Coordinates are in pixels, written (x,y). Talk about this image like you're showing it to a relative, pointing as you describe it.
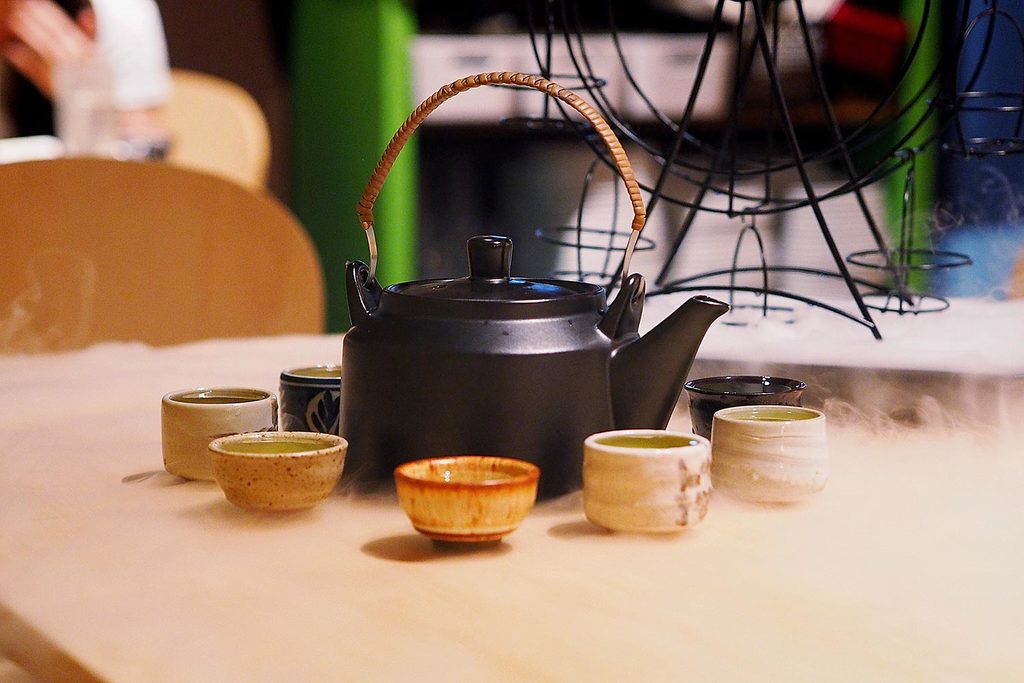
In this image there is a tea jug (550,340) and some cups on the table (636,665) beside them there is a stand (991,82) and some other things (1010,254).
